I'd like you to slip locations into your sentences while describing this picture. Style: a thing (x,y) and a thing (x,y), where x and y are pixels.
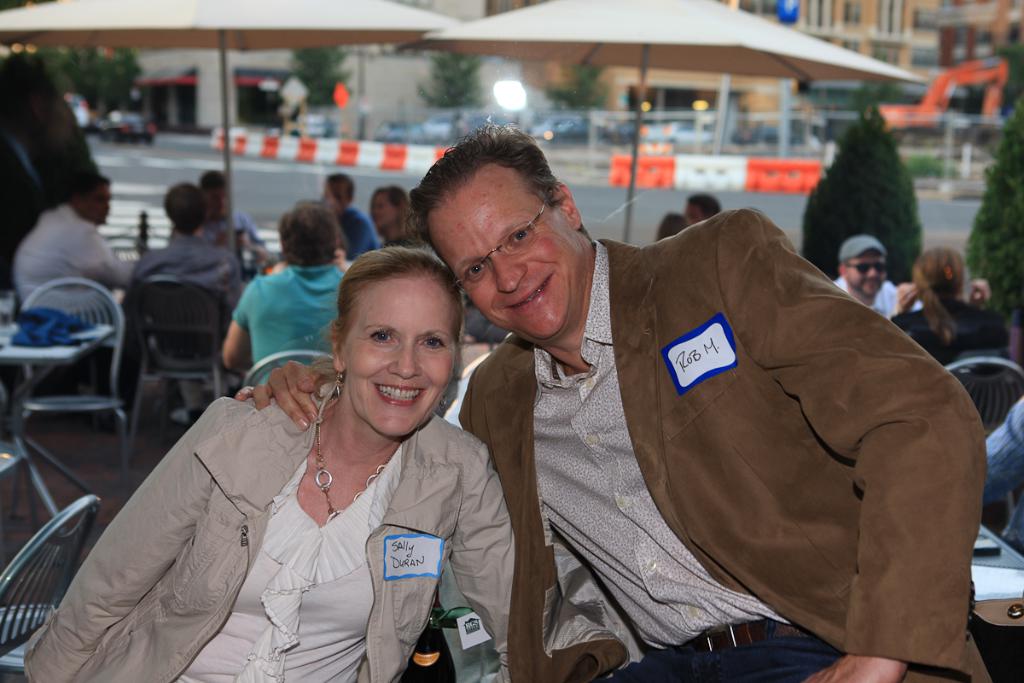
In this picture there are two persons (455,519). Left side (264,592) there is a lady (291,564). She is wearing grey color jacket (235,518) and she is smiling. And to the right side (699,479) there is a man (718,489) sitting. He is wearing spectacles (534,234). He is smiling. In the background (200,252) there are many people (970,326) sitting. And there is a tent (754,34). And we can see some buildings (890,21) to the top right corner (910,42).
